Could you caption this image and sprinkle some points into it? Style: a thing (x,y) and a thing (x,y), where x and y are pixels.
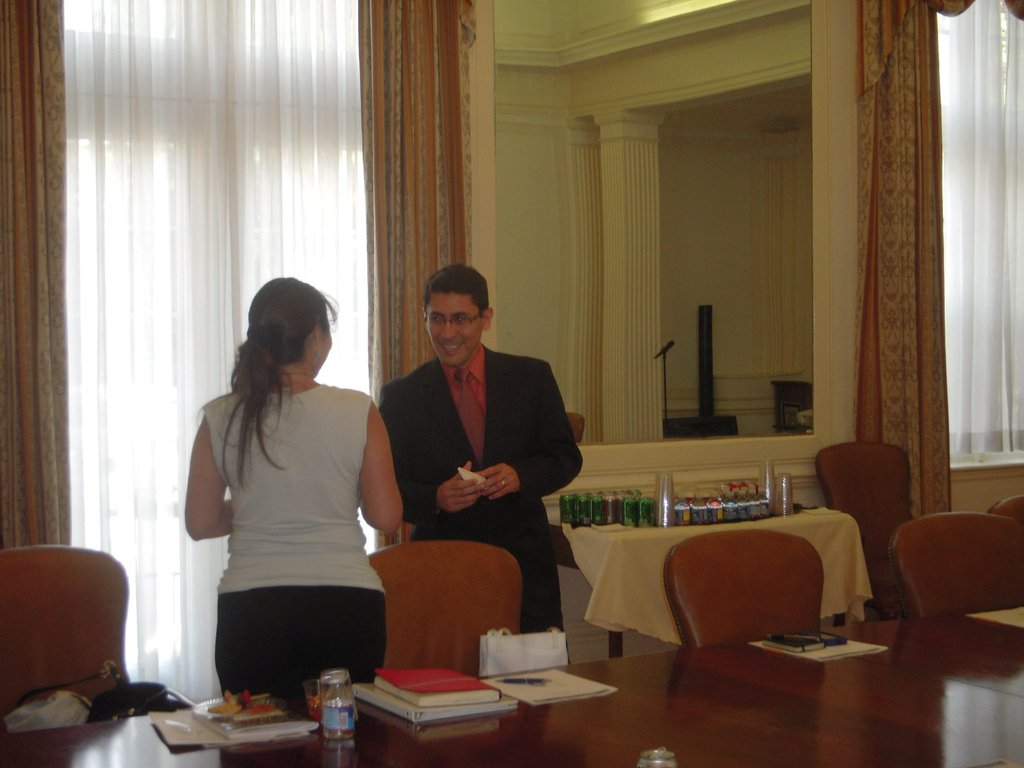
As we can see in the image there is yellow color wall (545,119), curtains (364,243), two people (328,472) standing over here and there are chairs (478,601) and tables (728,688). On tables (728,688) there are books (478,702), pens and mobile phone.
